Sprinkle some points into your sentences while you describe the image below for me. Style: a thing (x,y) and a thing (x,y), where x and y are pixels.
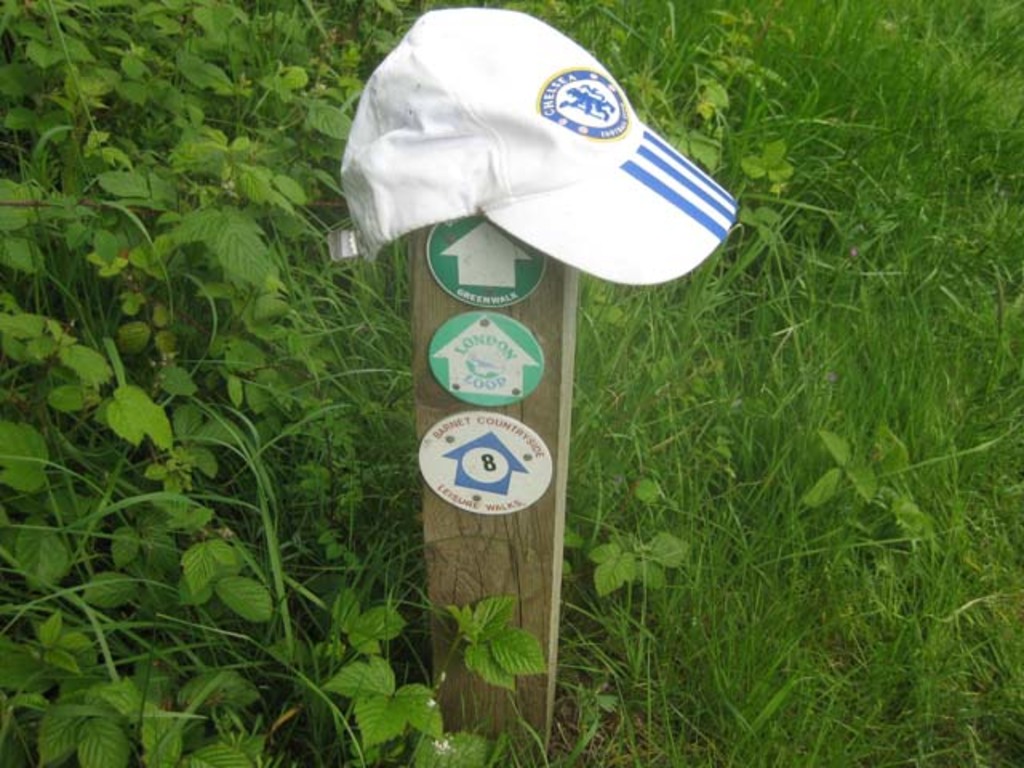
Here there are green color plants (262,350), this is cap (580,144).
